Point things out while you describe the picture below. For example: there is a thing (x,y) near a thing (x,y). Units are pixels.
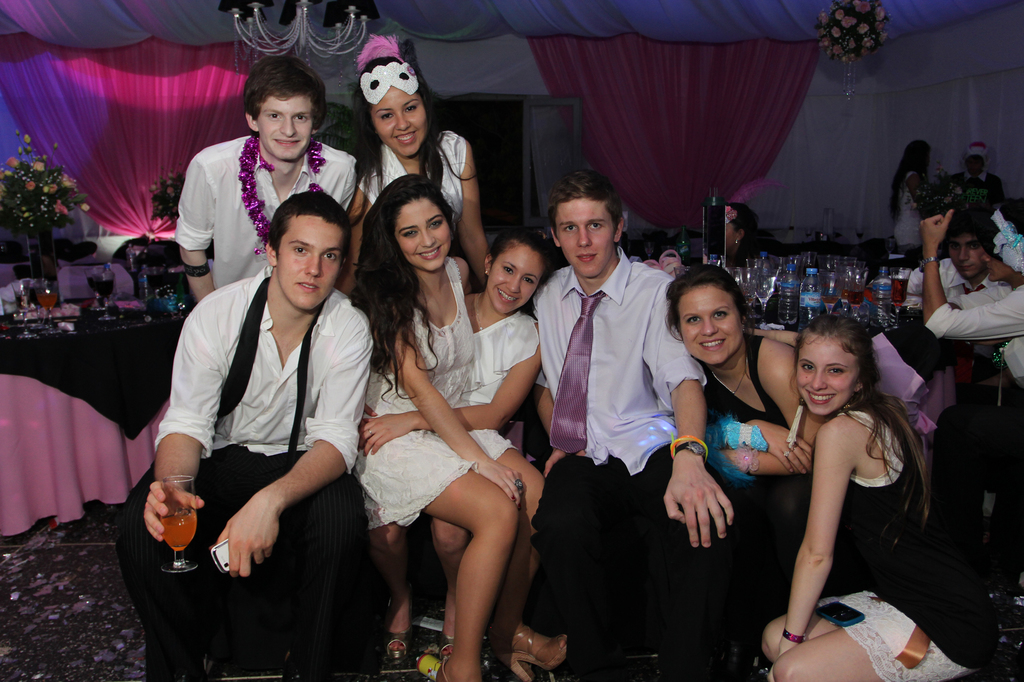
In this image there are group of people (472,341) smiling, and in the background (156,286) there are group of people (988,238), there are glasses (851,294), bottles (143,285), flower vases (43,239) and some other items (162,309) on the tables (178,314), there are curtains (607,129) and a chandelier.
